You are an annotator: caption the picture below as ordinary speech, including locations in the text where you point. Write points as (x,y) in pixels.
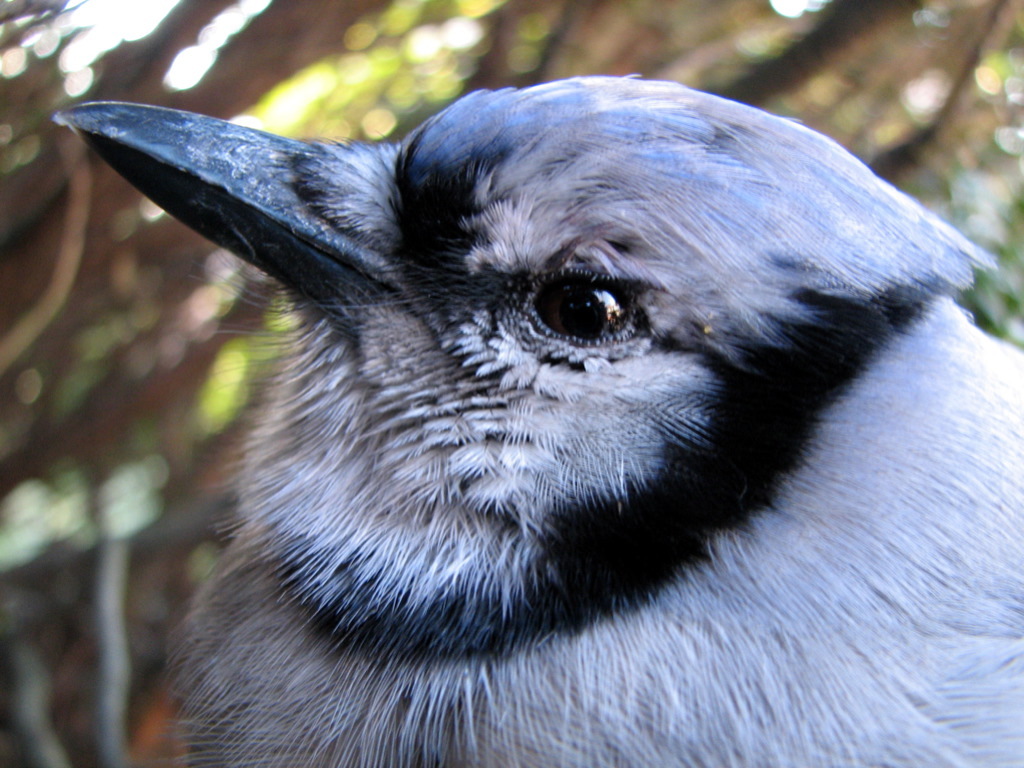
In this image we can see a black and white color bird (605,589).
